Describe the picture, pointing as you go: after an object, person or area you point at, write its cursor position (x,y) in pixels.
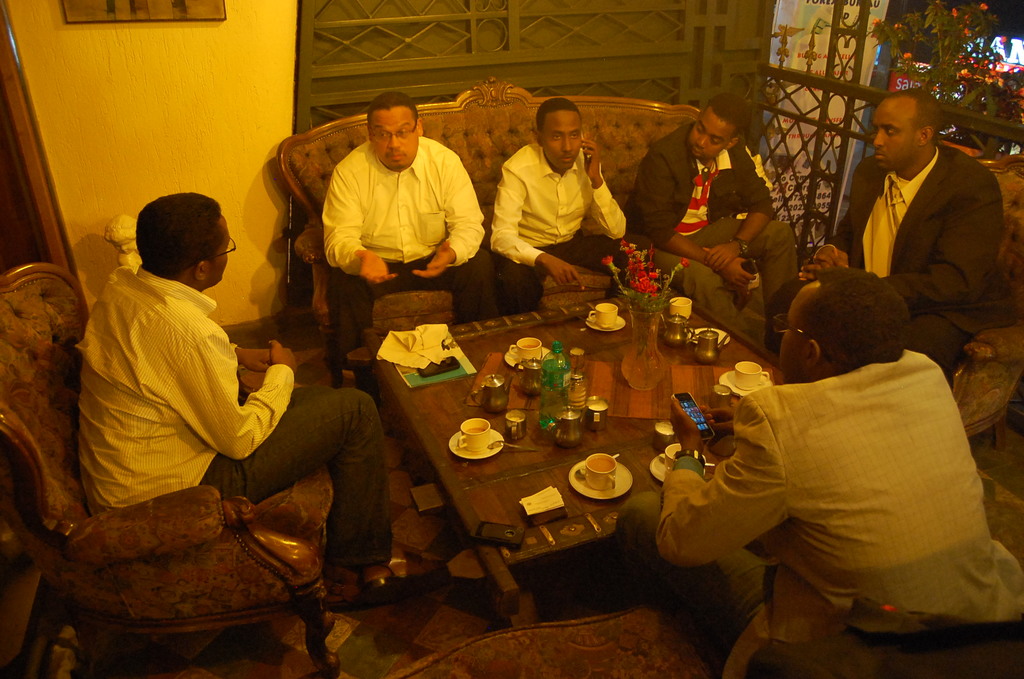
In this image we have few persons (170,346) sitting on the couch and chair (195,506) in front of the wooden table (575,455). On the table (476,406) we have few cup teas (601,478) and other stuff (574,407) on it
